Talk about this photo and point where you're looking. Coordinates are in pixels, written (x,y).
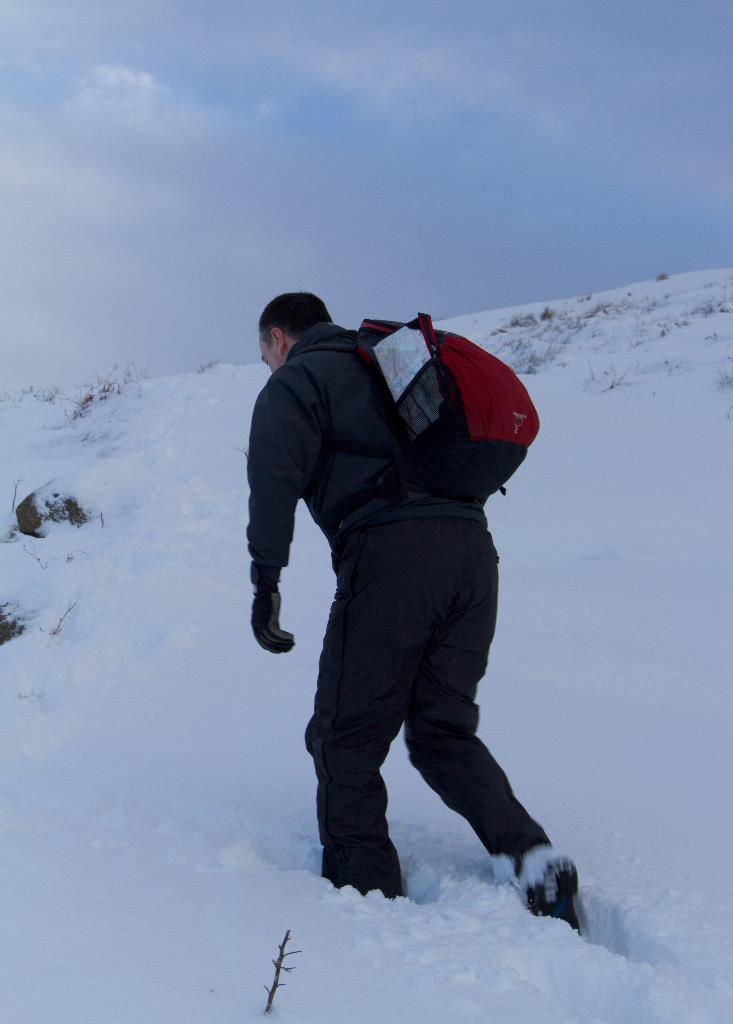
In this image I can see ground (683,796) full of snow (592,924) and on it I can see a man (327,434) is standing, I can see he is wearing jacket (291,443), glove (276,585), pant (471,687), shoe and I can see he is carrying a red colour bag (446,400). In the background (294,263) I can see clouds (78,271) and the sky (357,256).
